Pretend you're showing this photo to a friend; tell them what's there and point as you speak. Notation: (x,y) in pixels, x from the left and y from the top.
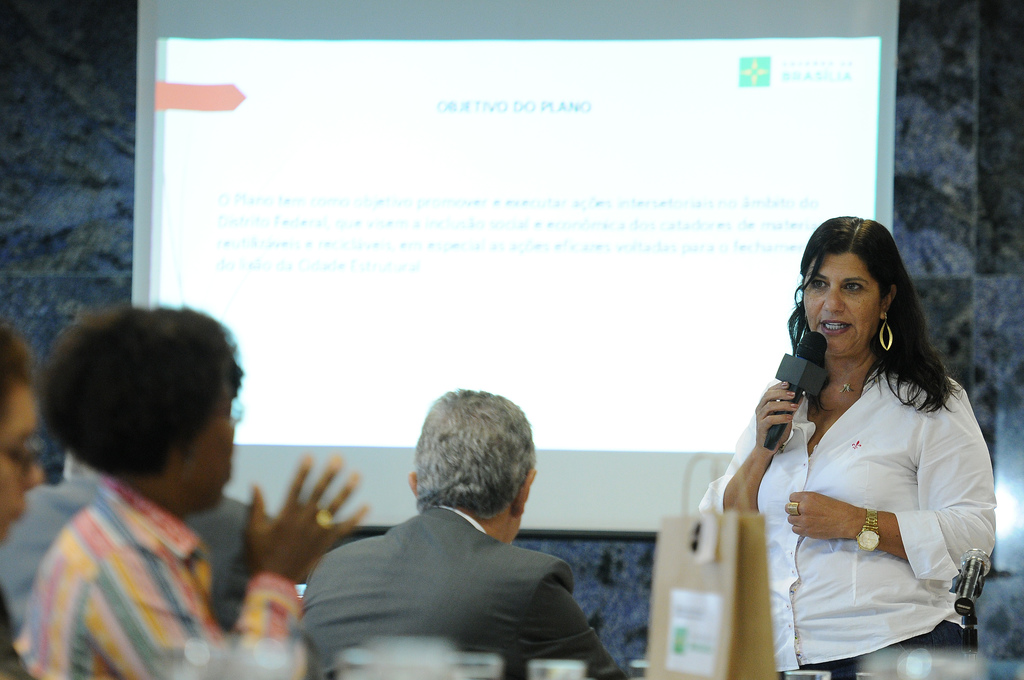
In this image there are men (240,522) sitting towards the bottom of the image (364,598), there are objects (927,658) towards the bottom of the image (924,674), there is a woman (864,417) standing and talking, she is holding an microphone (813,377), there is a stand (971,639) towards the bottom of the image (967,603), there is a microphone (976,576) towards the right of the image (973,562), there is a screen (478,196) towards the top of the image (441,129), there is text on the screen (482,168), at the background of the image (117,209) there is a wall (120,104).
